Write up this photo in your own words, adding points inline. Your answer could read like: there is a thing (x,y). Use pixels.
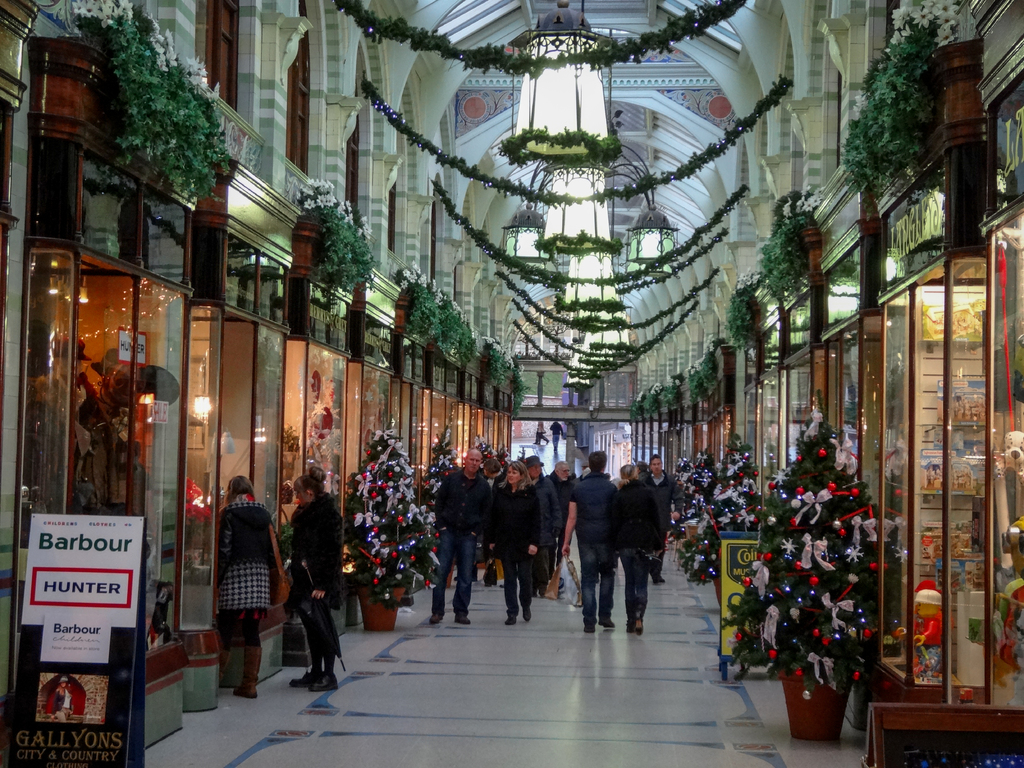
In the foreground (327,595) I can see boards (72,656), Christmas trees (796,635), crowd (650,565) on the floor (406,670), glass windows (876,449) and flowering plants (198,116). At the top (610,102) I can see lights (594,194) on a rooftop (503,205), decoration items (590,318) and a wall (705,273). This image is taken may be during a day.
